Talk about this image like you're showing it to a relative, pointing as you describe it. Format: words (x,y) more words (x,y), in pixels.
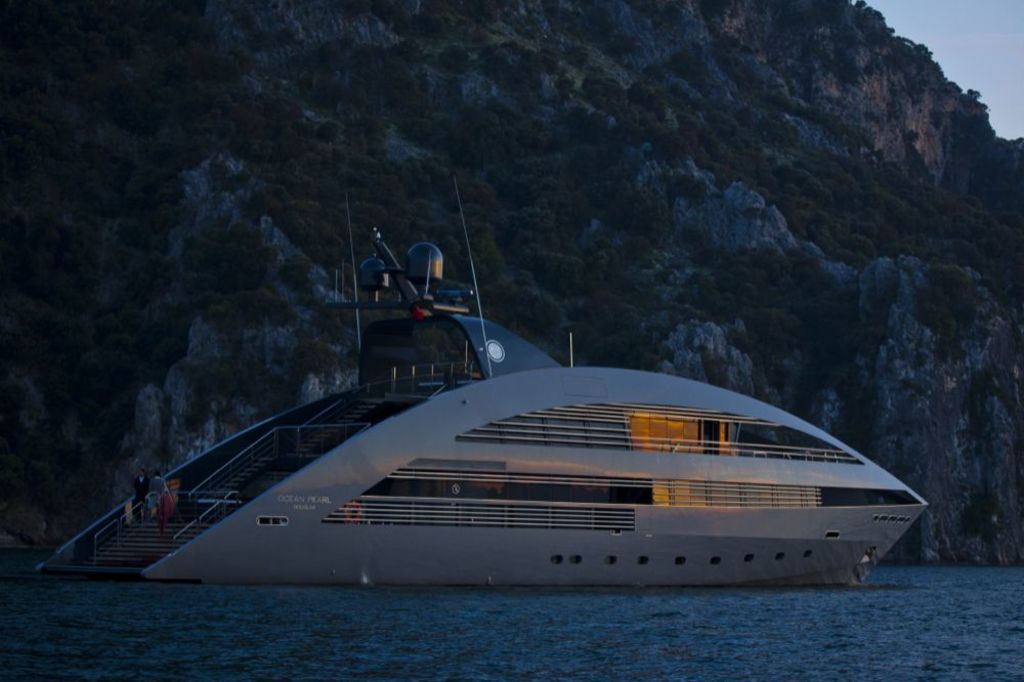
In this picture there is a ship (480,514) on the water (452,644). At the back (593,207) there are trees (579,134) on the hill (844,217). At the top (1007,45) there is sky (925,44). At the bottom (78,586) there is water (78,586).
